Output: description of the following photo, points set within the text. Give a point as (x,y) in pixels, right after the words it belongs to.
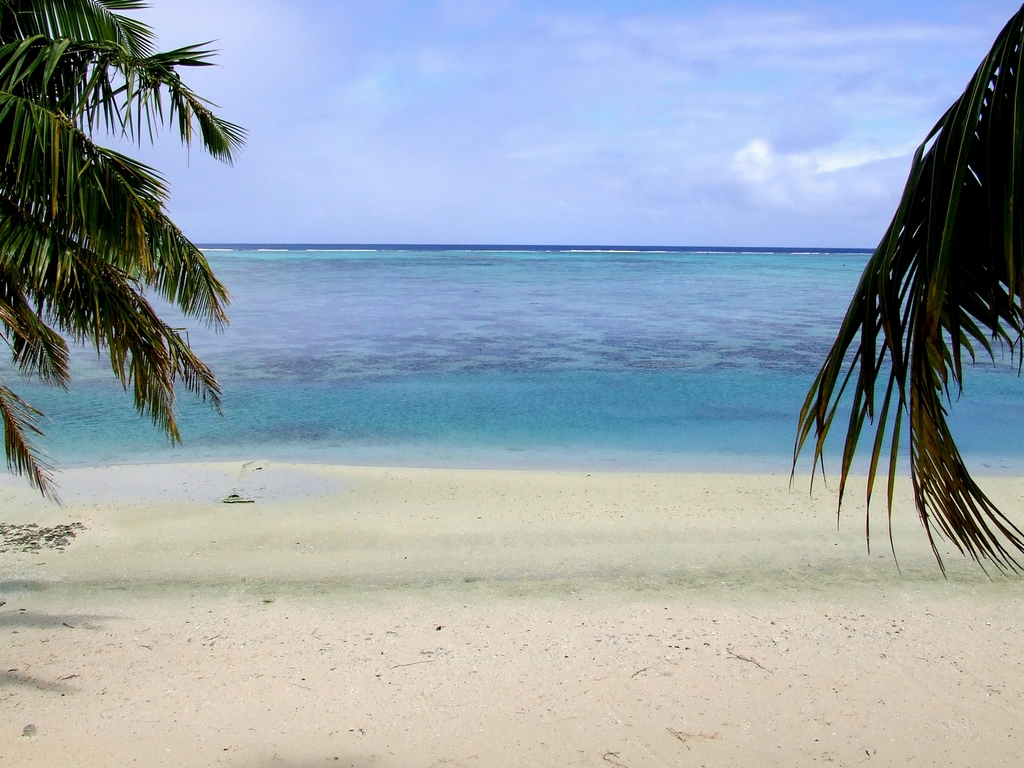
In this picture we can see trees (61,255), sand (304,561), water (469,418) and in the background (563,143) we can see the sky (556,81) with clouds (619,138).
